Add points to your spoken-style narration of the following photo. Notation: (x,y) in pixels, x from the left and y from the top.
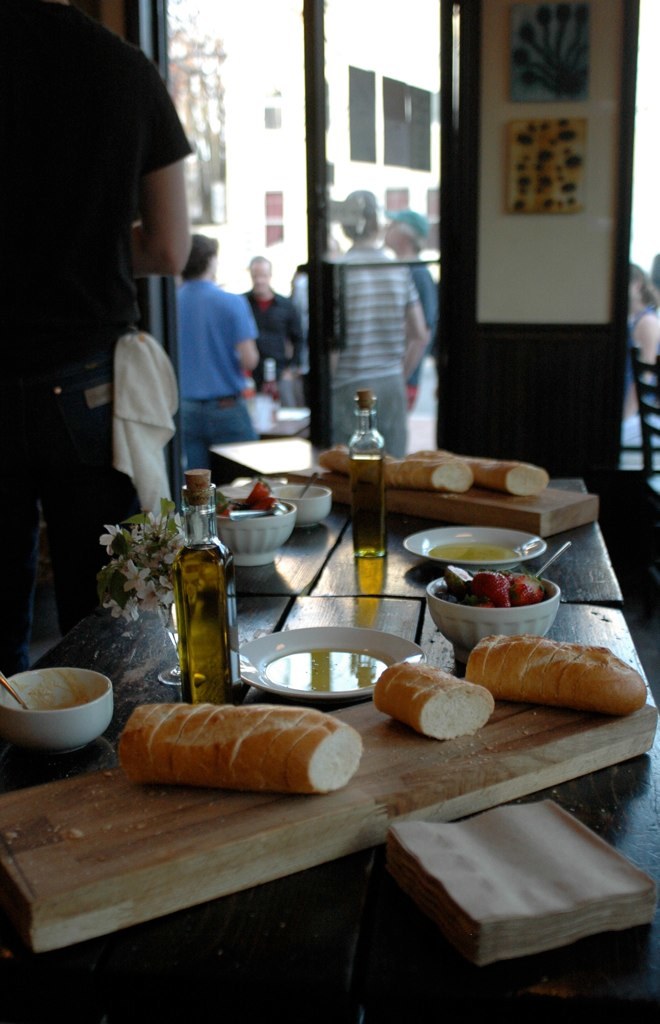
Here we can see a table (65,645) on the floor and some food items (191,699) on it, and here are some people (300,343) are standing, and here is the door (440,133).
